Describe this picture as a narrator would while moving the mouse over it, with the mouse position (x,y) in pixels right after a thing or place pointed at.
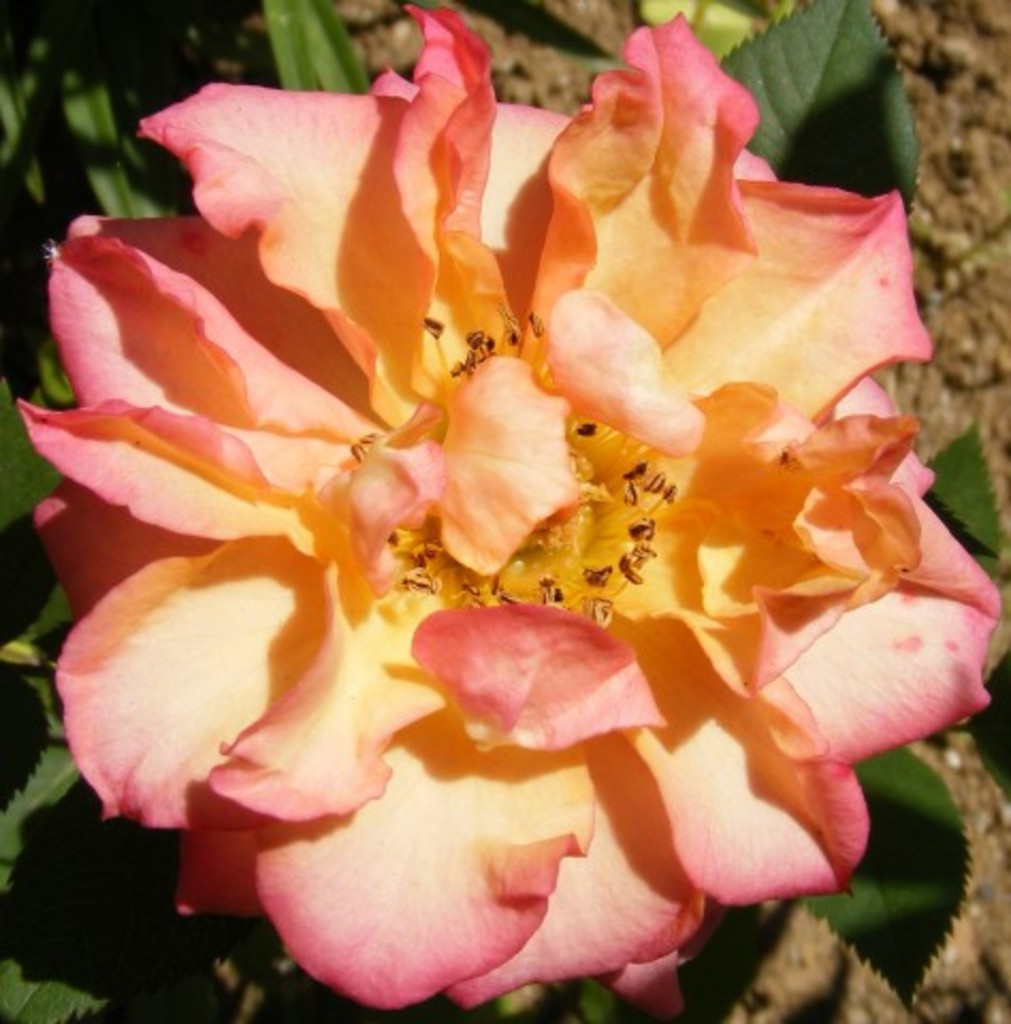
In this image, I can see a rose flower (855,504). These are the petals (557,282), which are yellow and pinkish in color. This is the stamen (639,546). In the background (859,142), I can see the leaves (857,101).
